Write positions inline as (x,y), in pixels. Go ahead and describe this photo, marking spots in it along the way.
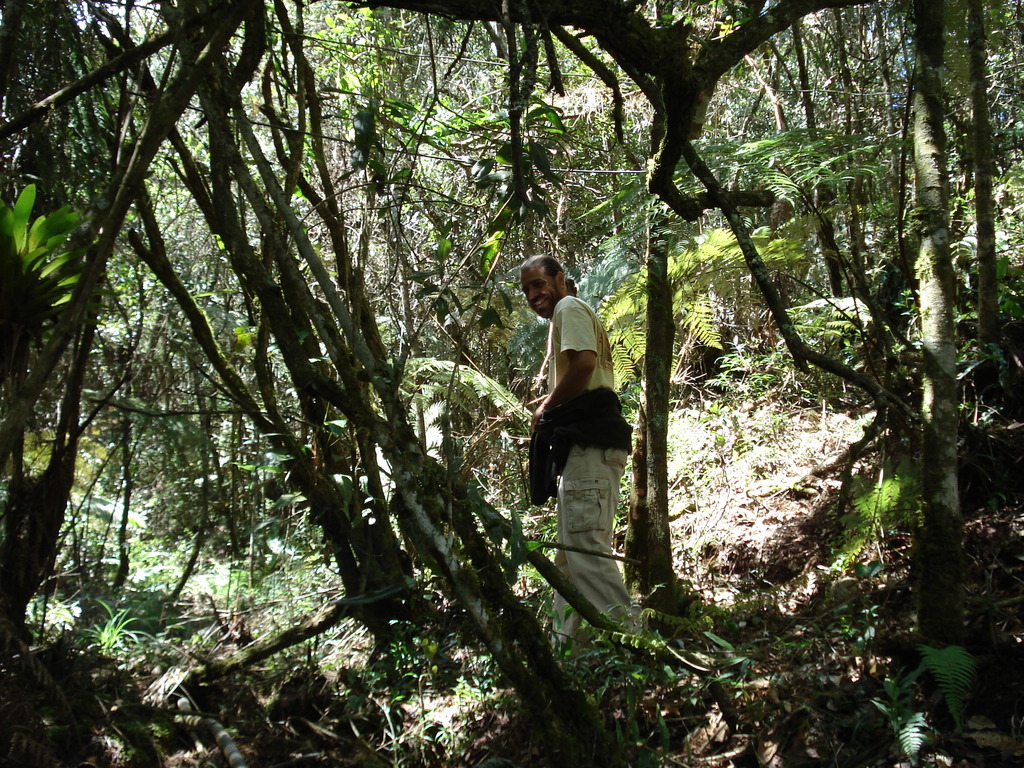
In this image we can see a person (560,470), there are plants (467,221), grass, and trees (130,19).
